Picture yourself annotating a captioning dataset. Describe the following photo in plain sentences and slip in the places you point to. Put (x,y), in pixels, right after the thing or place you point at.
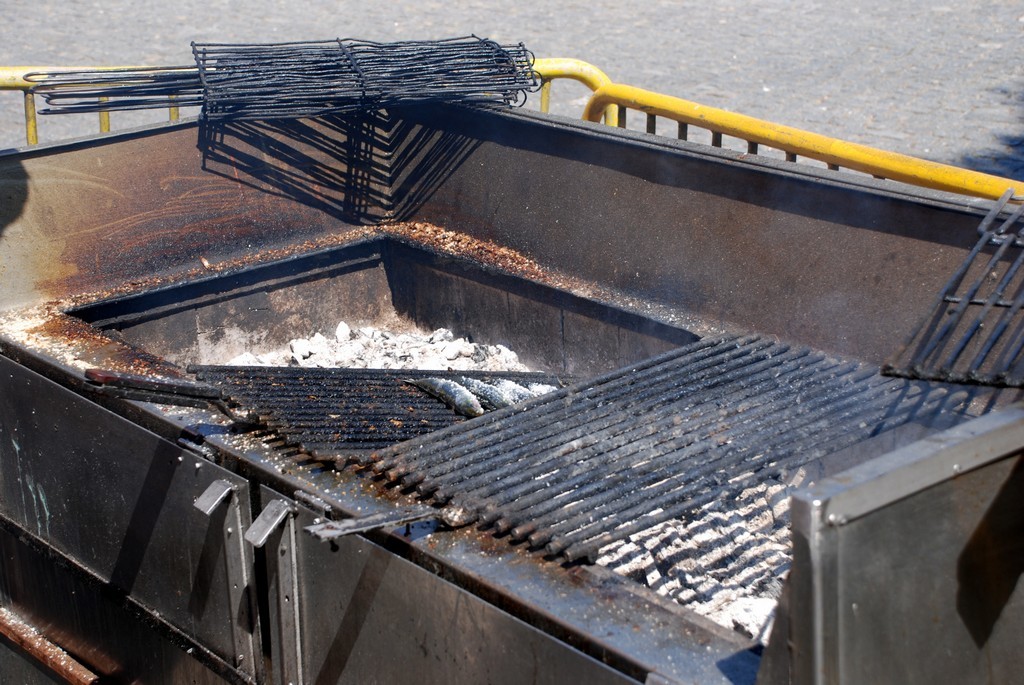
In this image we can see a outdoor grill rack (567,388). In the background (596,44) there are grilles (607,103) and we can see a road (627,44).
